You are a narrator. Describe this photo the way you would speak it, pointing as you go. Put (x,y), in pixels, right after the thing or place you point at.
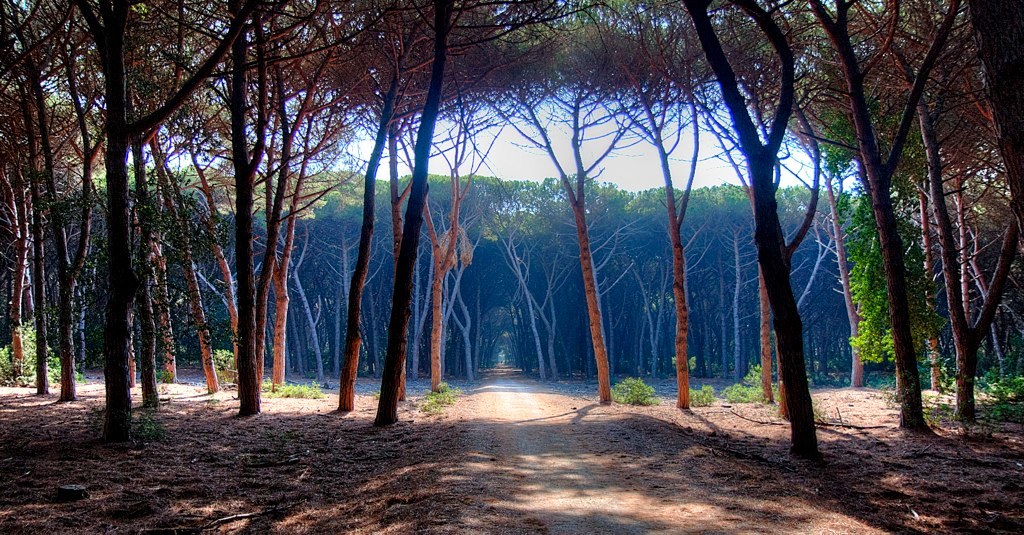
In this image I can see trees (44,225) and the sky (592,160) at the top (764,155) and there is a path (551,412) in the middle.
